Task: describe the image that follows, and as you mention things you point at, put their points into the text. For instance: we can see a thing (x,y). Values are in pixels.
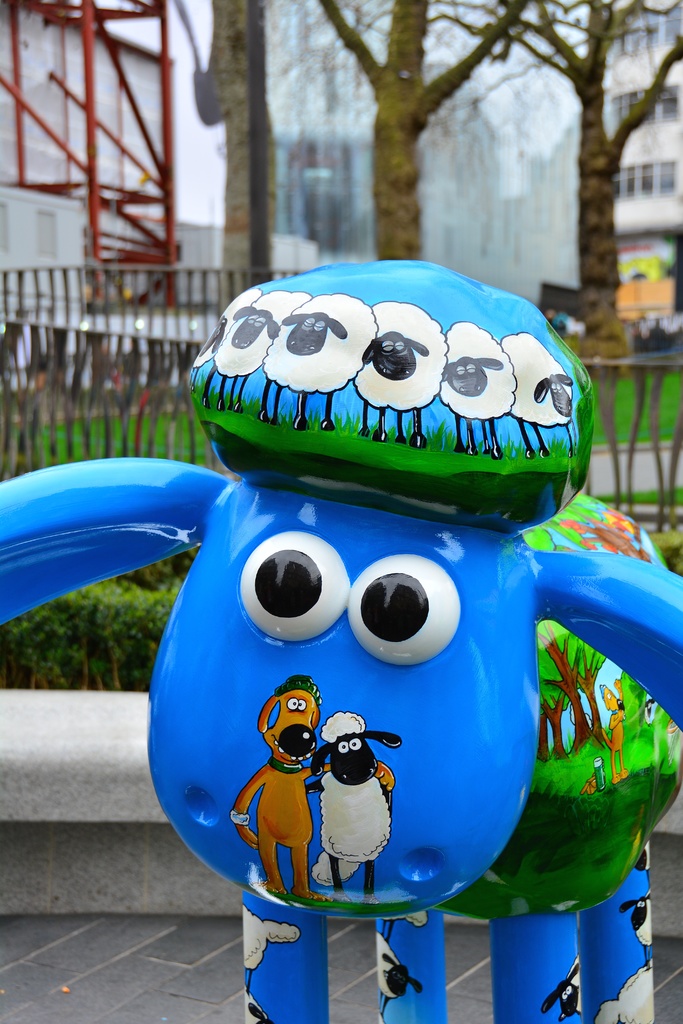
In the foreground of this image (557,730), there is a toy statue (503,721). Behind it, there are plants (101,615), railing (109,357), trees (417,128) and few buildings (656,209).
